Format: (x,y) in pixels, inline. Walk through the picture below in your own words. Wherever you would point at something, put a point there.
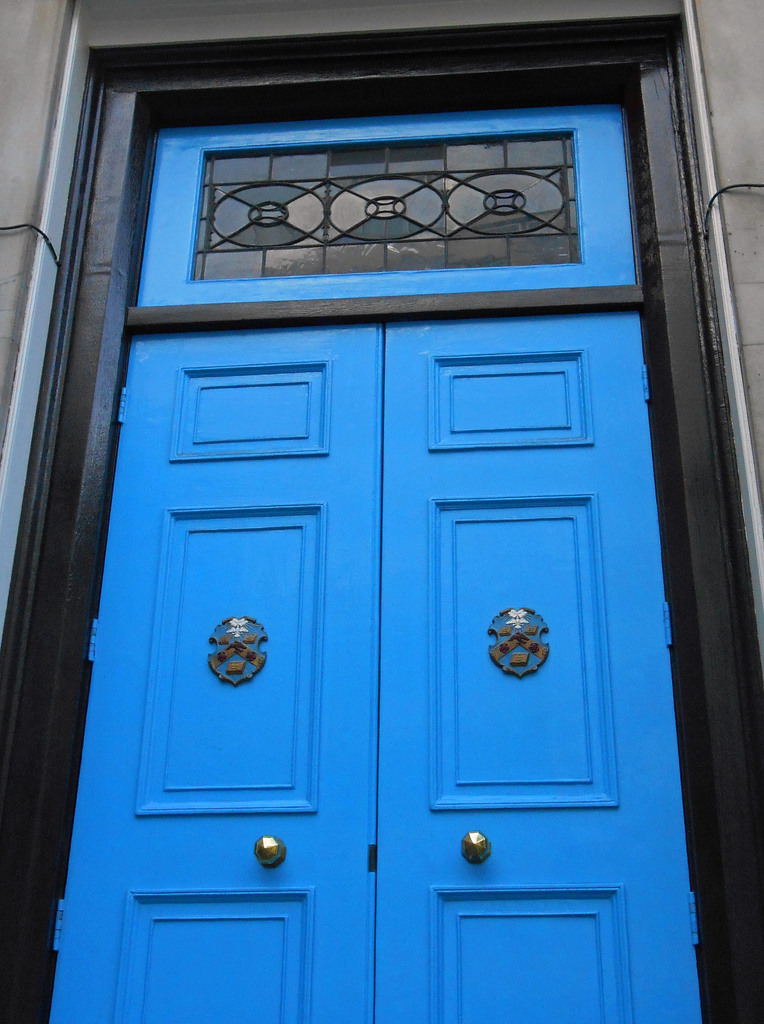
In this picture we can see blue color doors (435,495) and a building (733,141).
